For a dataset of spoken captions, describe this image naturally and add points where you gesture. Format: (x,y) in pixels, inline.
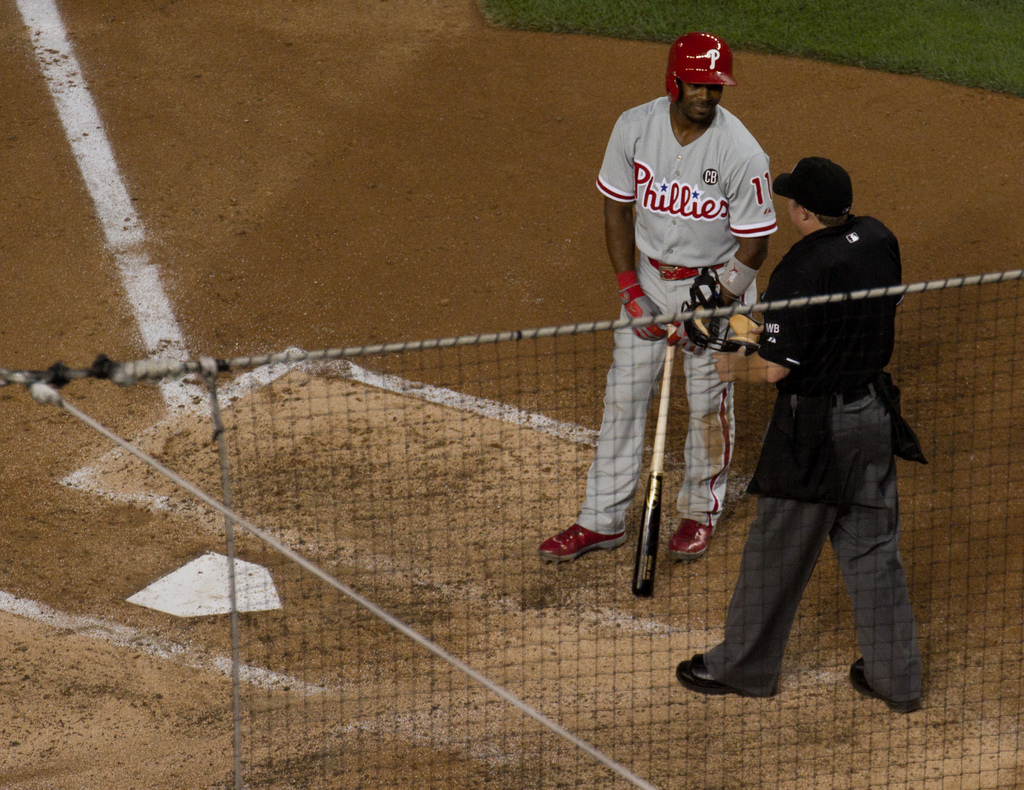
In this image there is a person (671,241) standing and holding a baseball bat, beside him there is a person (874,385) standing on the ground (561,417), in the foreground of the image (686,666) there is a net (762,666). In the background (882,28), we can see the surface (992,43) of the grass (910,49).
